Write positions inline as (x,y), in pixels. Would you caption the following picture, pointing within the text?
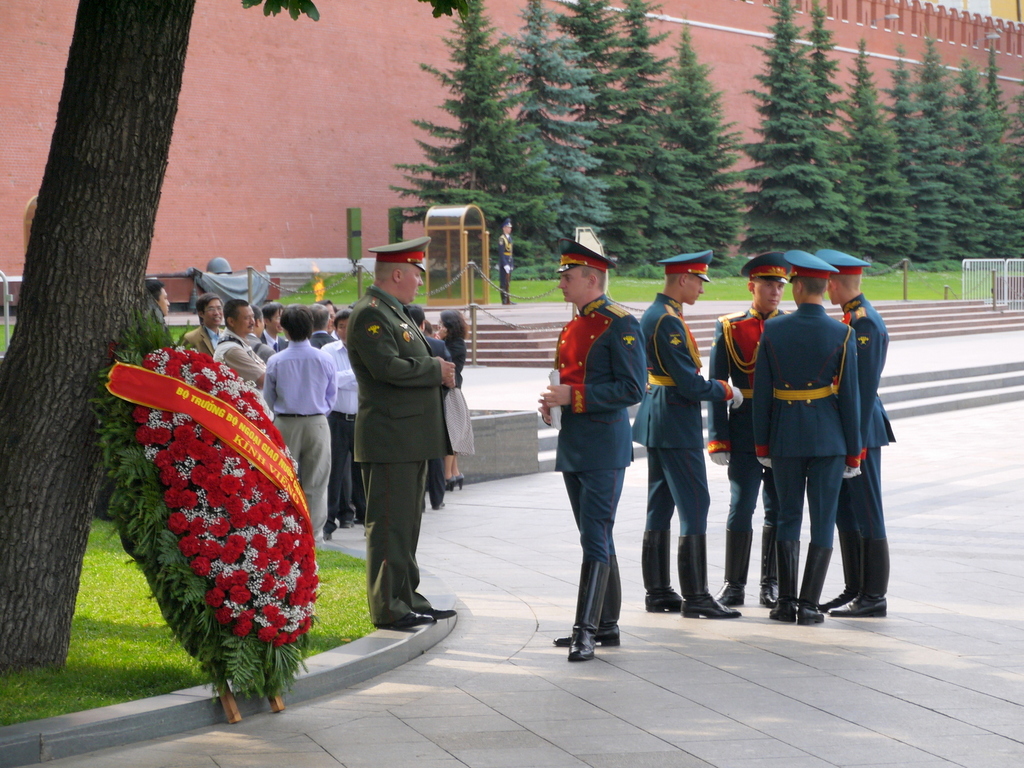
In this image I can see number of persons (601,436) are standing and few of them are wearing uniforms (688,392). I can see a huge flower bouquet (219,490), few stairs (911,331), few trees (845,181) which are green in color, the railing (1023,272) and a huge wall (292,90) which is brown in color.
